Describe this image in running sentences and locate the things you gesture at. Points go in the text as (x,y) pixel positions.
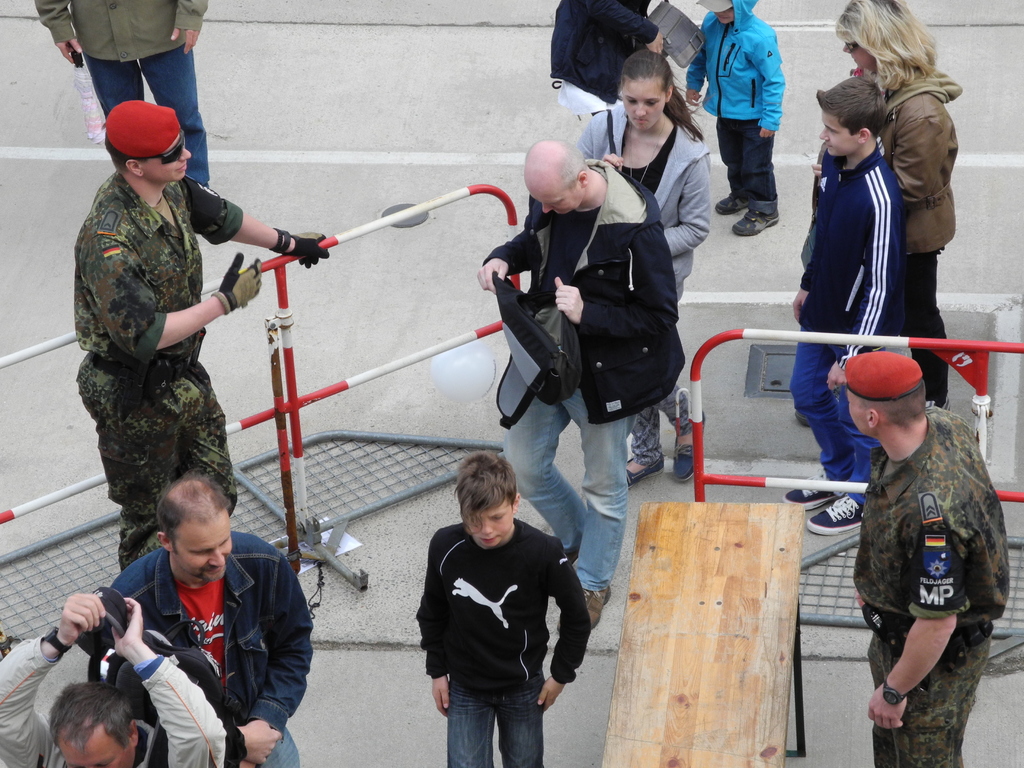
In this picture, we see the people (609,290) are standing. We see a man (623,192) in the black jacket (603,309) is holding a black bag (552,358). On either side of the picture, we see two men (909,593) in the uniform (909,593) are standing. At the bottom (683,581), we see the wooden table (714,674) and the road (379,675). In the background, we see the people (641,106) are standing.
